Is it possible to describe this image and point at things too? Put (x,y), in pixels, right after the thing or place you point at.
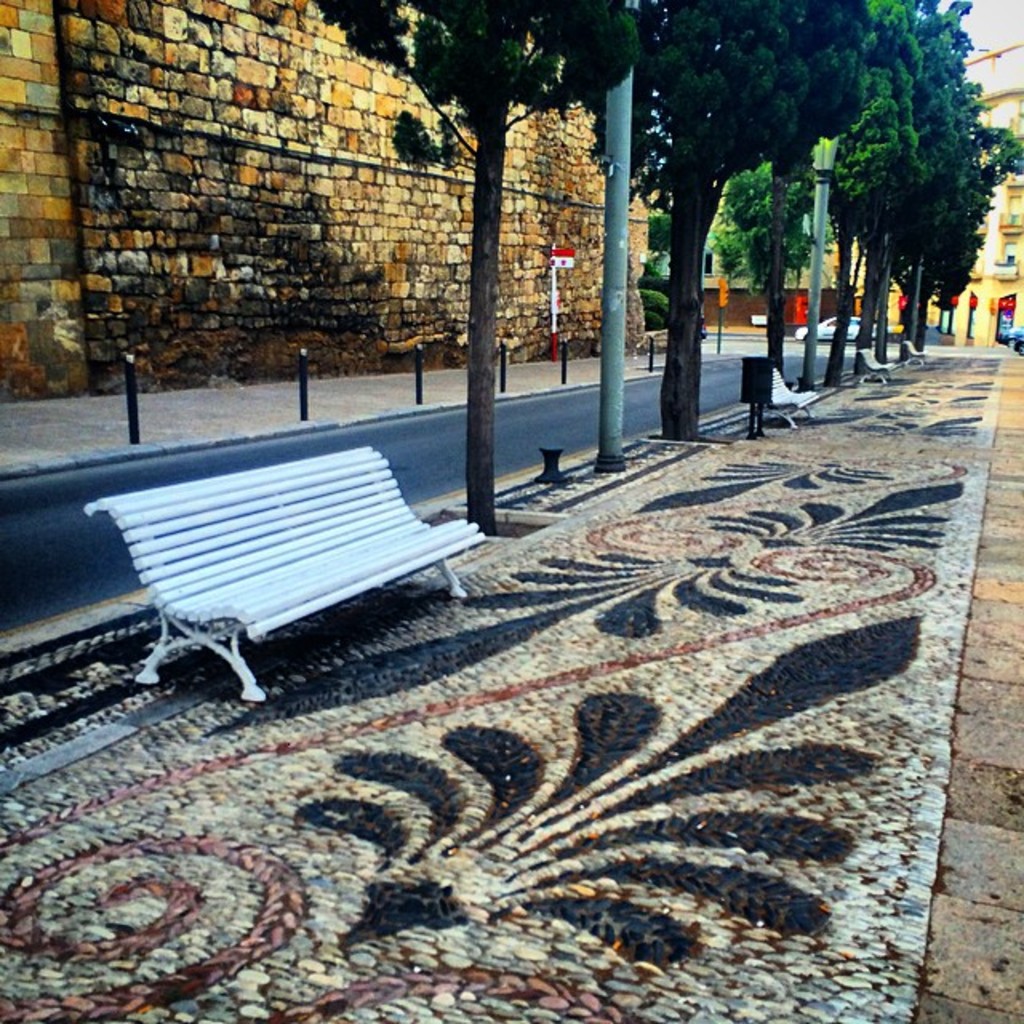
In the foreground of this image (610,823), there is a pavement (692,522), a bench (281,537), road (71,481), few bollards (130,366) on the pavement (296,401) and the stone wall (115,321). In the background (874,140), there are trees (861,345), benches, vehicles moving on the road (132,473) and a building (1008,248).
